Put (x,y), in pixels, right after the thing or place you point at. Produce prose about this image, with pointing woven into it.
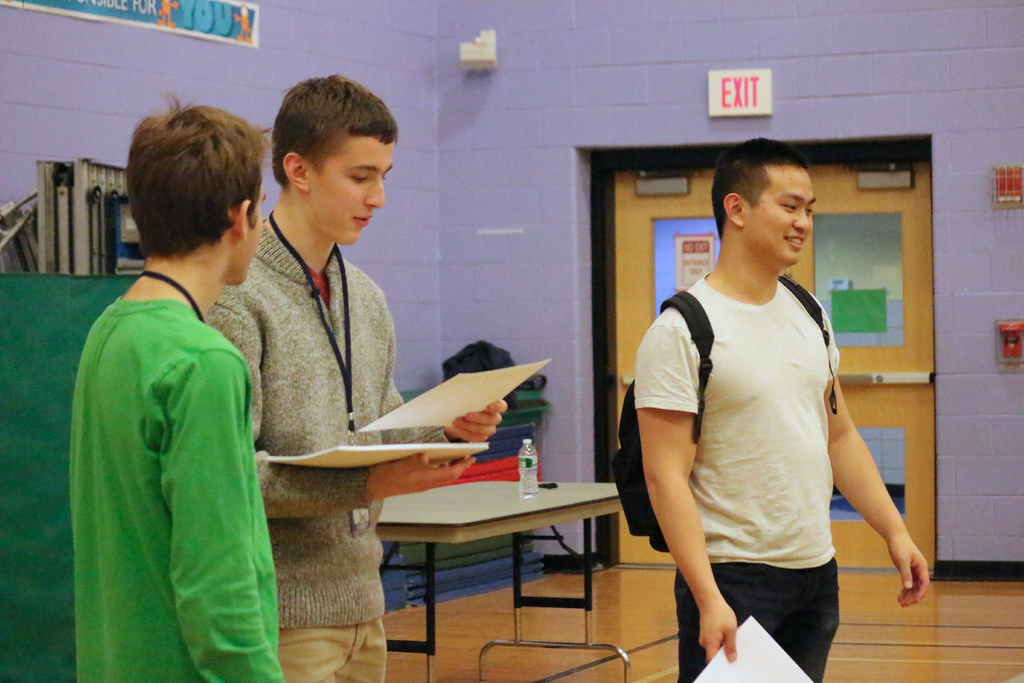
As we can see in the image there is a violet color wall (531,198), door (921,231), exit board (736,105), three people (729,278) over here and a table (454,518). On table (499,499) there is a bottle (526,471). The man (363,442) in the middle (352,301) and on the right side (774,417) are holding papers (752,643) and the man (766,252) on the right side (771,415) is wearing white color t shirt (744,405) and black color bag (629,449).
